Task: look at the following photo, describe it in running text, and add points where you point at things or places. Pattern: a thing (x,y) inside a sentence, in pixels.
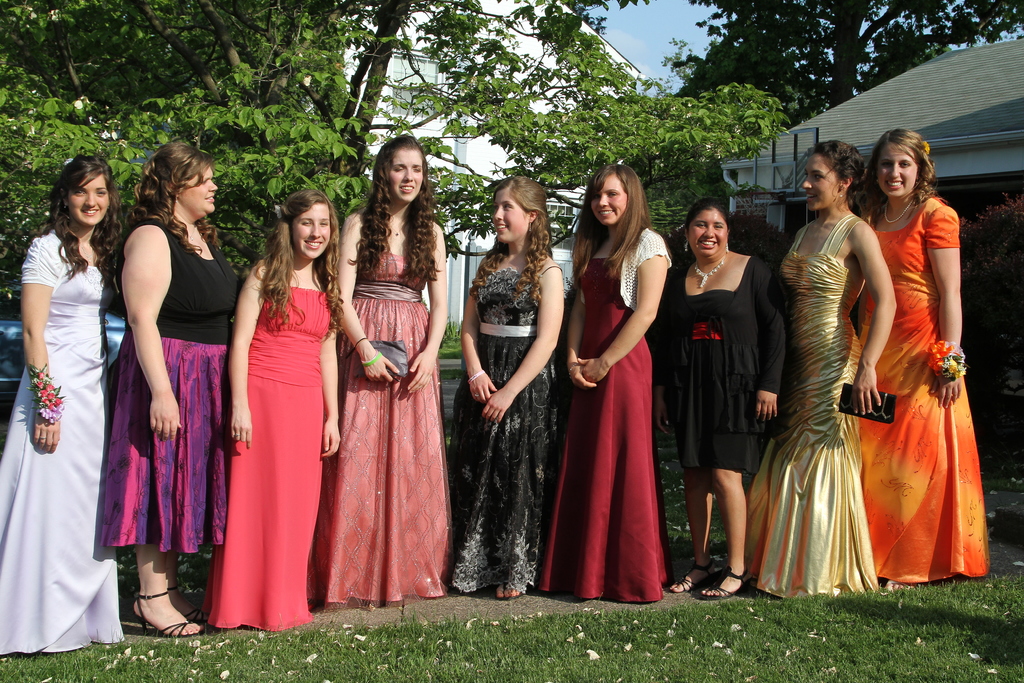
In this image in the front (455,655) there's grass (488,638) on the ground (429,613). In the center (353,412) there are women (354,332) standing and smiling. In the background (324,109) there are houses (793,156) and trees (838,74) and the sky (637,53) is blue.
